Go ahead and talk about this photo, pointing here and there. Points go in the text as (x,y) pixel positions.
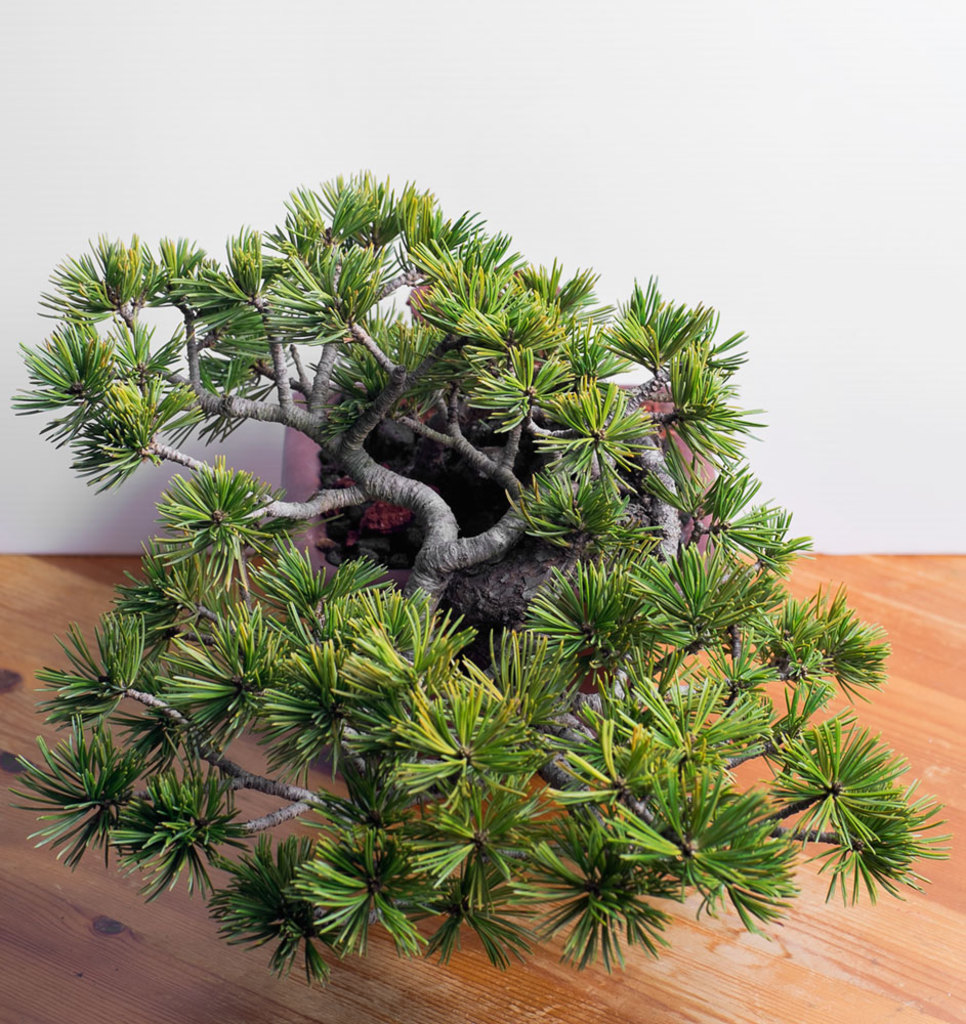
In this image I can see bonsai tree (396,597) is on the wooden surface (59,664). In the background of the image (866,311) I can see white wall (441,141).
